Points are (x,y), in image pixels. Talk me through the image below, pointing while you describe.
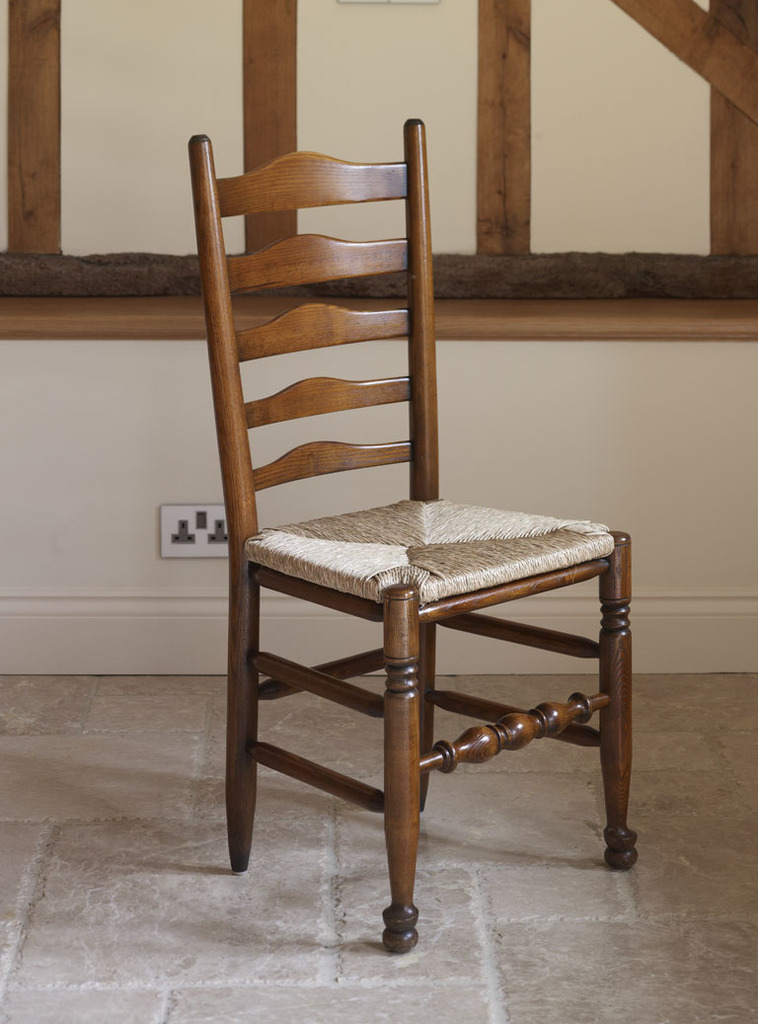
In the middle of the image (425,398) there is a chair (395,790) placed on the floor (153,970). In the background (90,300) there are wooden beams (728,95) to the wall (645,442) and also a switch board (198,541) is attached to the wall (82,578).
